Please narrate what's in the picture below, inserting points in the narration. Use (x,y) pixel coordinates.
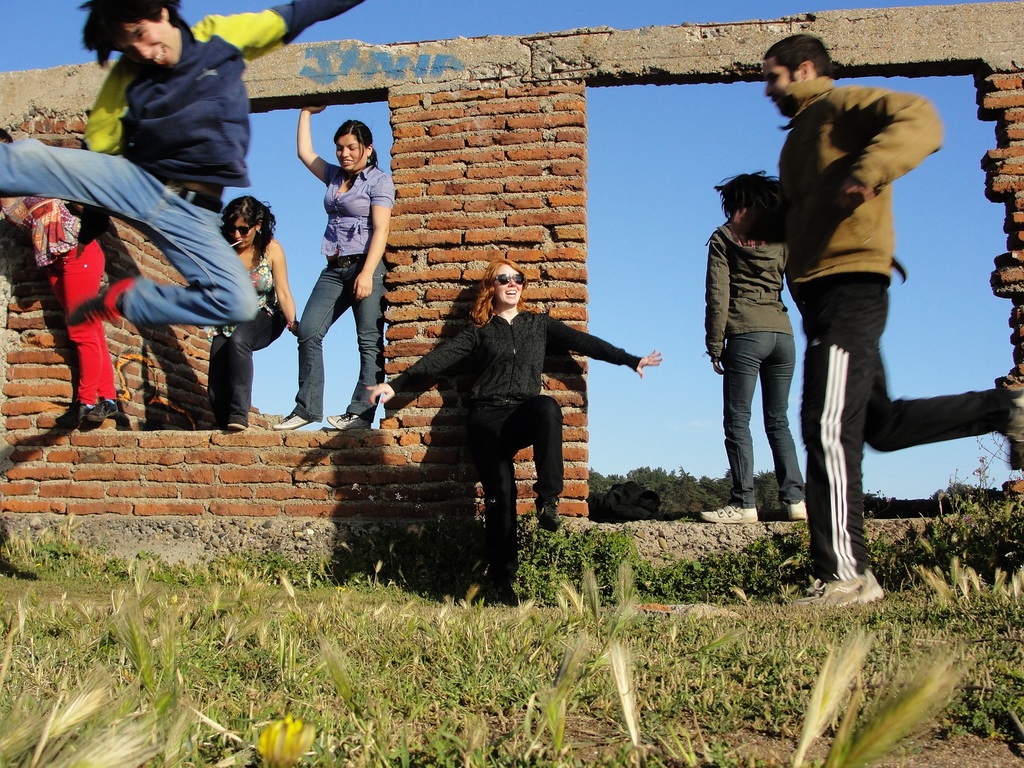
In the picture, there are group of people (360,297) performing different stunts and there is a woman (422,359) standing in front of a partially constructed wall (328,484) made up of bricks (31,461) and on the ground (354,607) there is a lot of grass (640,636) and in the background (670,490) there are many trees (664,486).
